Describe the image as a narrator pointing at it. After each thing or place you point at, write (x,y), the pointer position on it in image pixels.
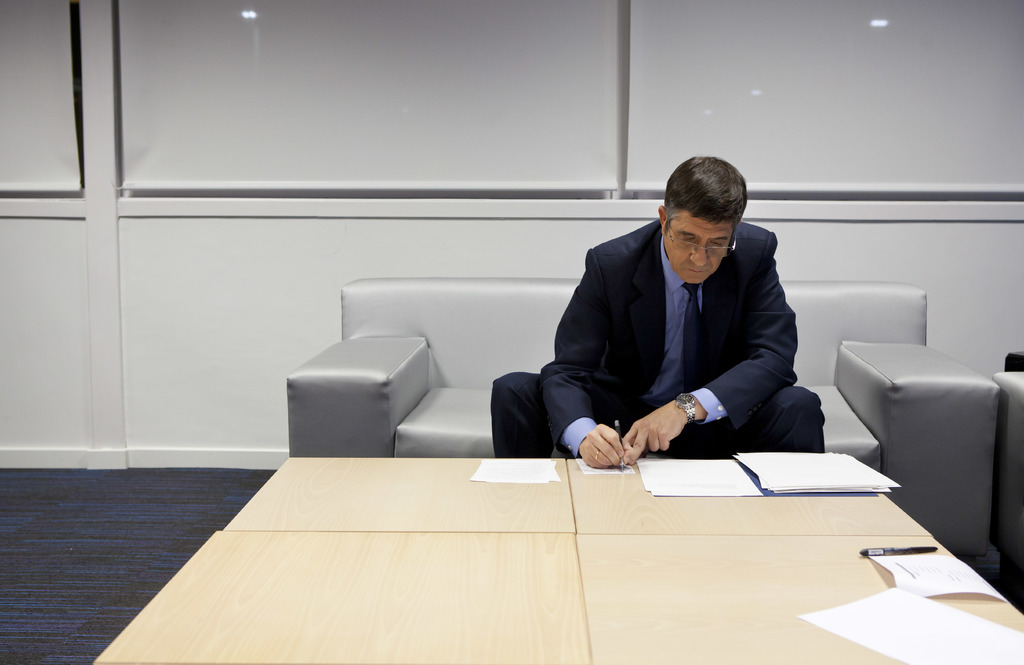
In the image there was a person (706,333) sitting on the couch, he was writing something on the paper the paper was on the table (399,534).
